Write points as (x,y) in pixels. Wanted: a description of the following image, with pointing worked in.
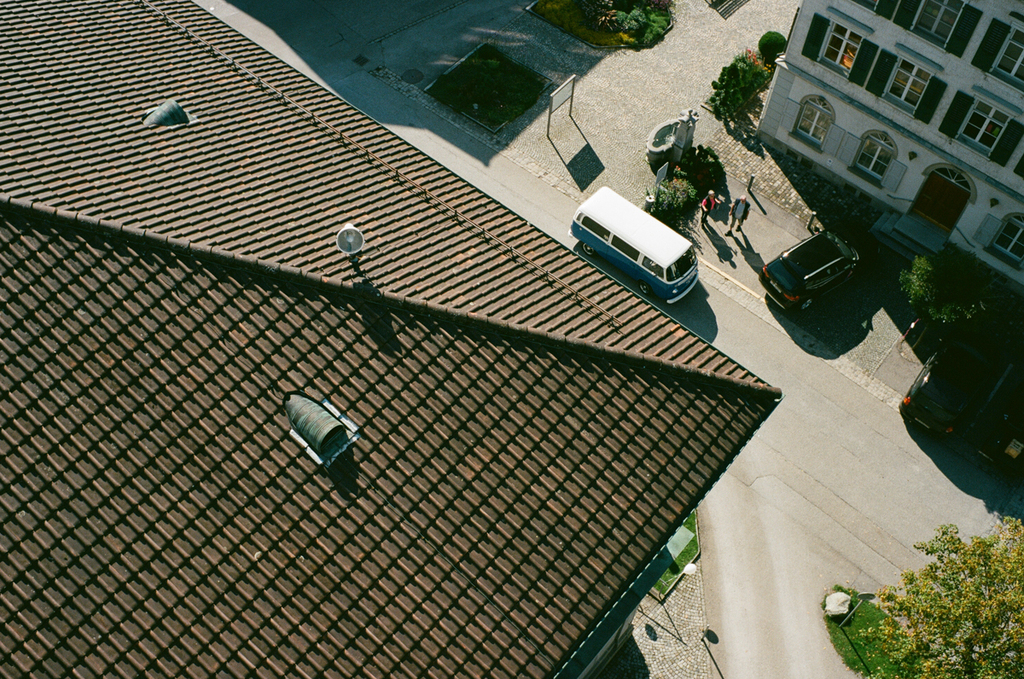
In this image we can see the roof (337,433) of a building (296,523), there are some buildings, windows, door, also we can see trees (881,594), grass (662,590), plants (969,289), poles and vehicles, there is a board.
